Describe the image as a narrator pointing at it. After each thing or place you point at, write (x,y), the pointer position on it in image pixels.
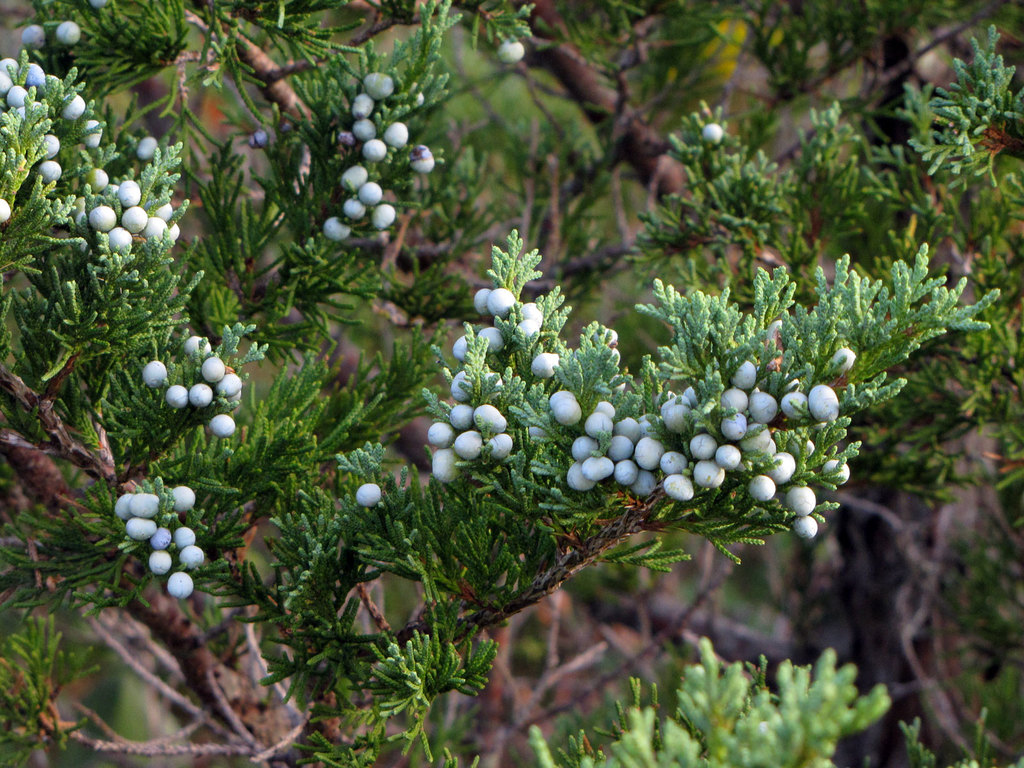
In this image there are so many white colour berries (595,431) to the tree (498,474) and there are green leaves (152,343) around it.
